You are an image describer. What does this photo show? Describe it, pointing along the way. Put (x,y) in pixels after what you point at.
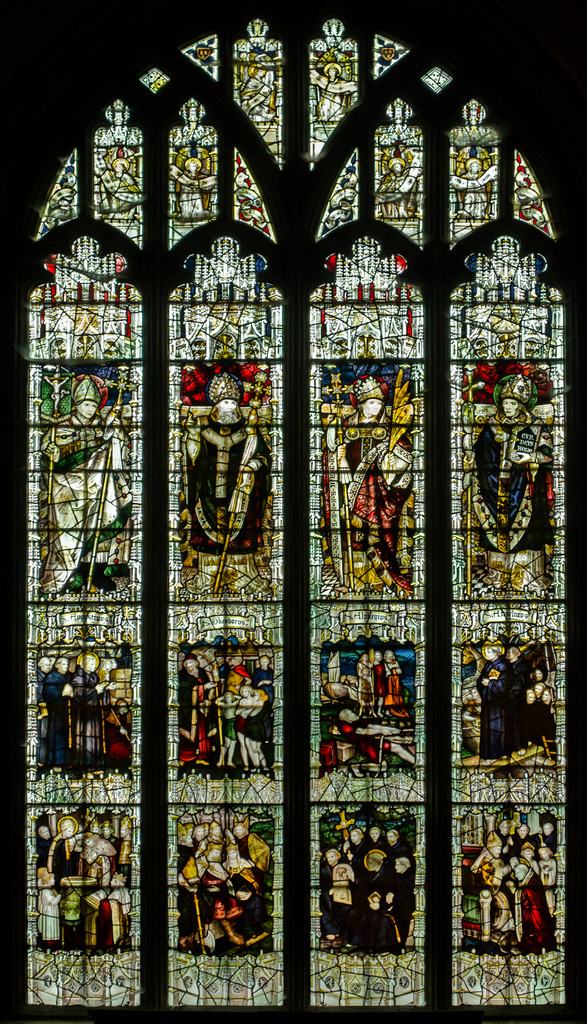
In this picture there is a window (454,294) and on the glass (198,63) there are pictures (339,912) of a group of people (111,470).
